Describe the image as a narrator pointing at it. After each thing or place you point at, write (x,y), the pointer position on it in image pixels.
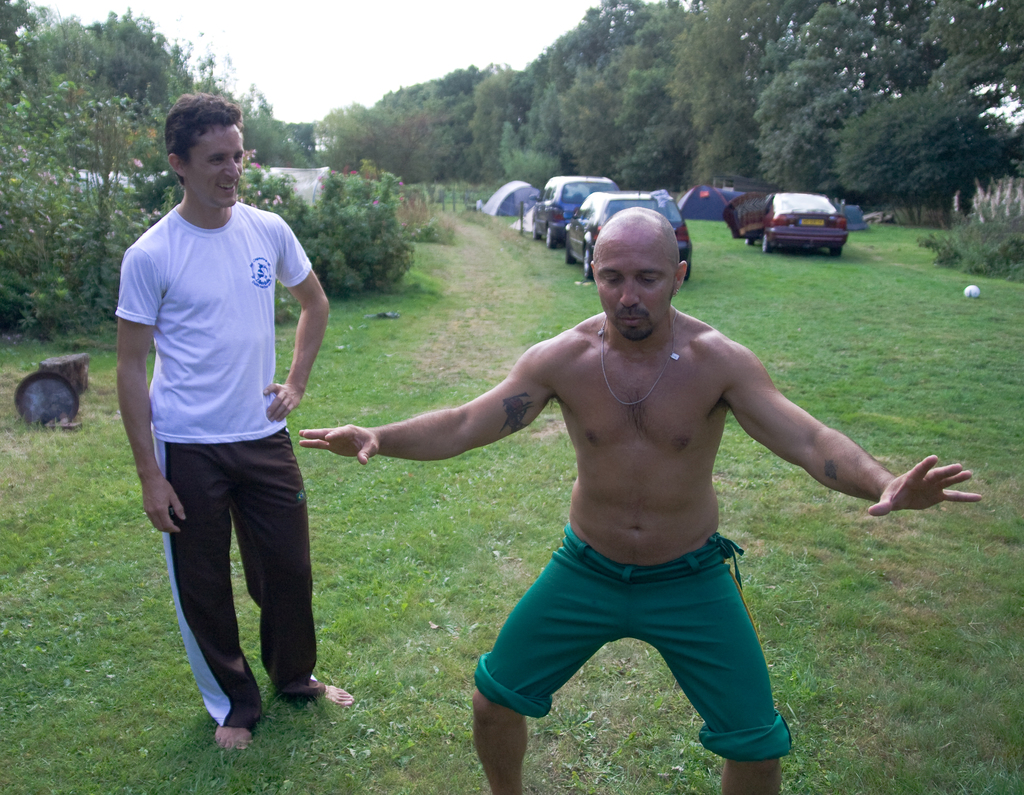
In this image we can see men (274,526) standing on the ground (700,308), motor vehicles (573,222) on the ground (450,224), bushes (395,225), trees (523,177) and sky (217,14).
